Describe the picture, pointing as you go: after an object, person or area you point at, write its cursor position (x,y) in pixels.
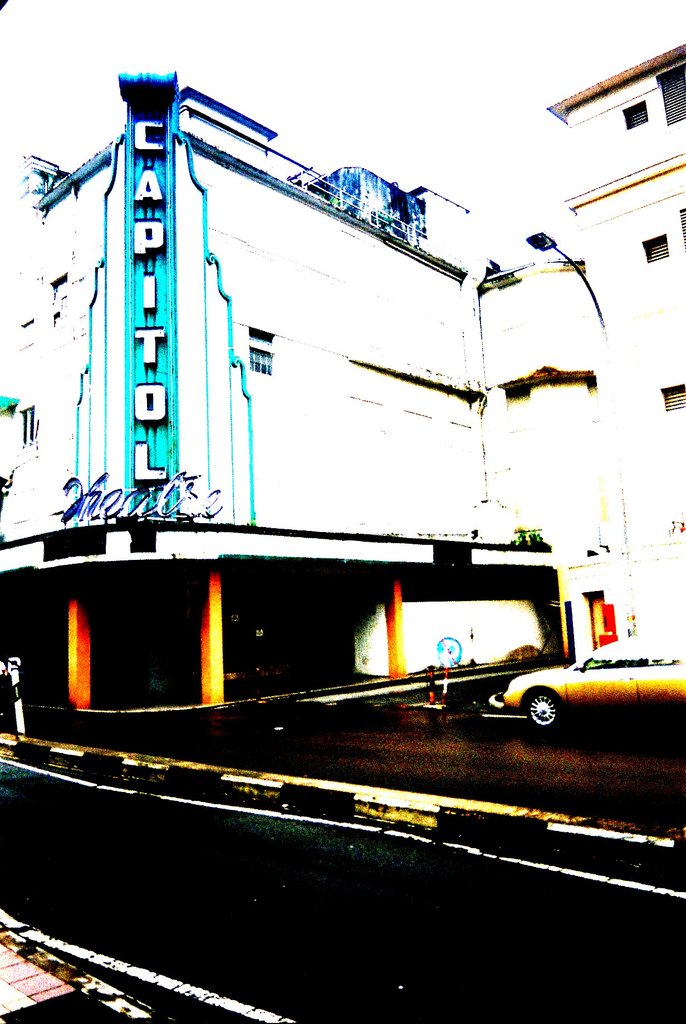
In this image we can see there is a road (517,933). At the center of the image (312,422) there are buildings (397,491), in front of the building (477,602) there is a car (564,680) parked. In the background (368,144) there is a sky (371,38).
